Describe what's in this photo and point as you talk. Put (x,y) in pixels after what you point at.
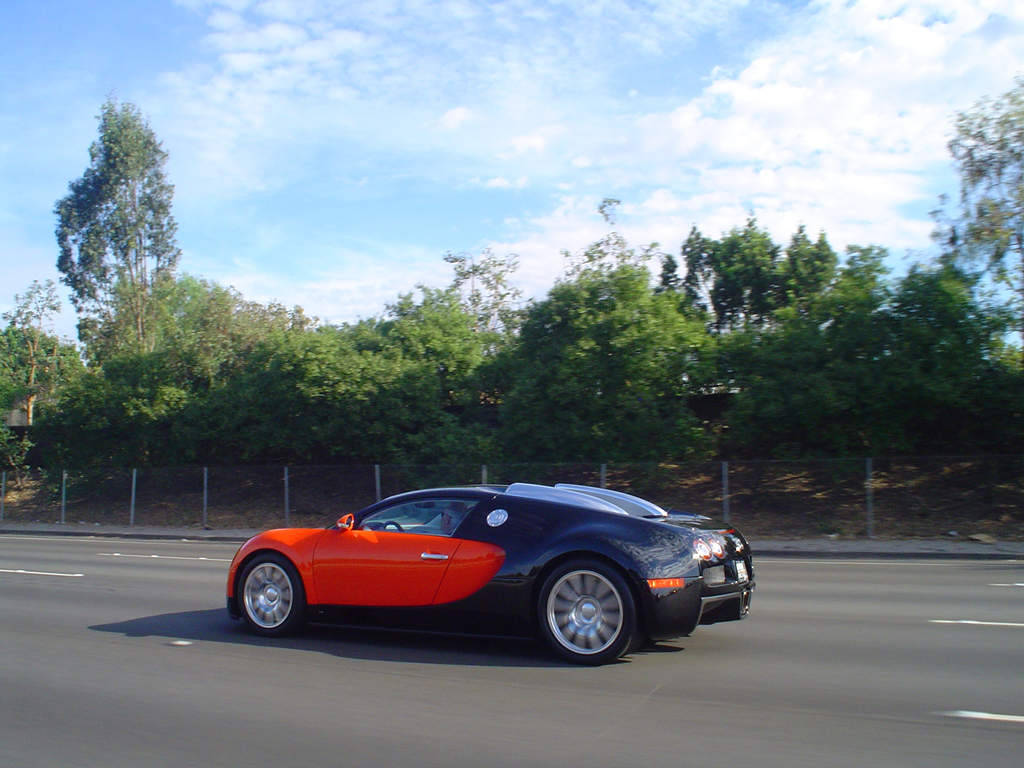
This picture is clicked outside on the road (756,587). In the center (408,505) we can see the cars (567,487) seems to be running on the road (764,659). In the background (498,165) there is a sky (477,205), trees (550,395) and a fence (188,496).
